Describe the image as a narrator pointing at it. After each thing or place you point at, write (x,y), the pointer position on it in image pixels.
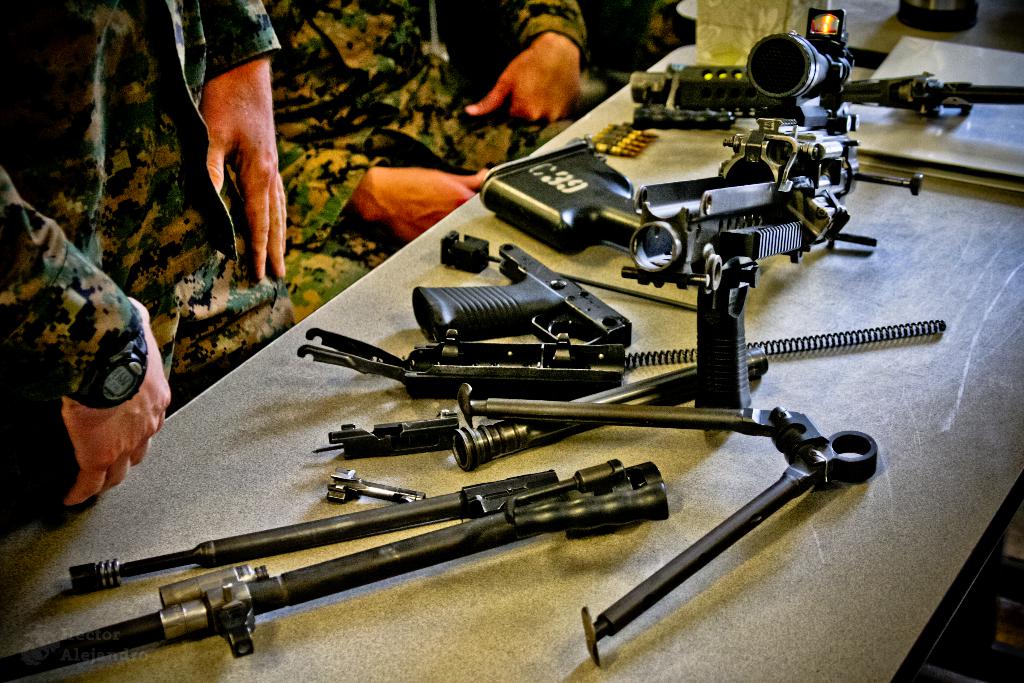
In the picture we can see a desk (756,651) on it, we can see some guns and some parts (608,629) of it and some bullets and near to the table (796,623) we can see some army people (14,167) are sitting with a uniform (70,130).
